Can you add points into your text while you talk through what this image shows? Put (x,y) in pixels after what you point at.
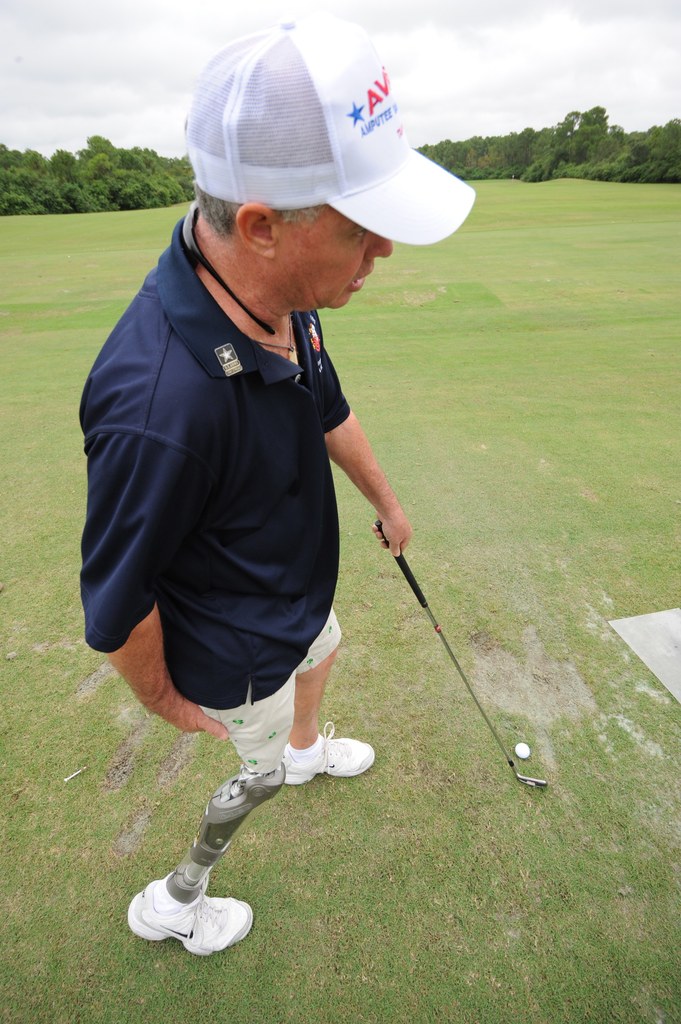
In this image I can see a person (280,416) wearing black and white colored dress (251,494) and white colored hat (318,147) is standing and holding a golf stick (409,572) in his hand (377,534). I can see a white colored ball (523,750) on the ground (522,740) and one of his leg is artificial. In the background (36,164) I can see few trees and the sky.
